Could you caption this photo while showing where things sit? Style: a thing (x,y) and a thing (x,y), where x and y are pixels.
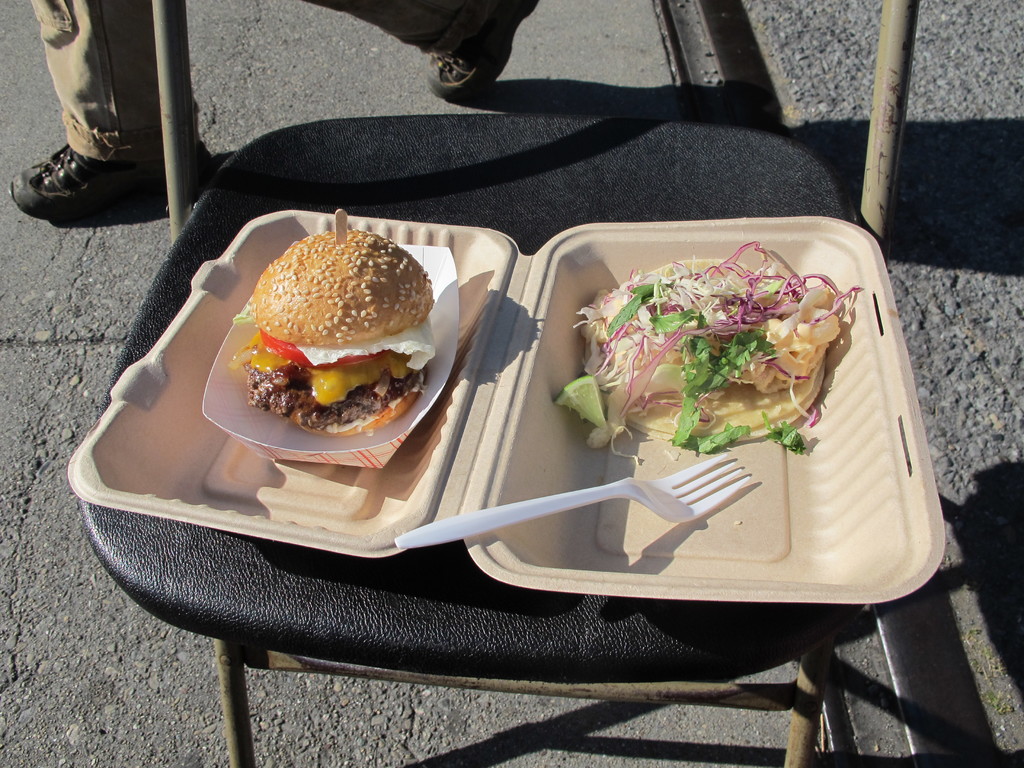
In a given image we can see a chair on a chair (414,181) a box (488,330) is placed. This is a salad (676,334) and a burger (366,325) with fork (672,501). This is a person's leg (77,118) and shoes (39,185).
